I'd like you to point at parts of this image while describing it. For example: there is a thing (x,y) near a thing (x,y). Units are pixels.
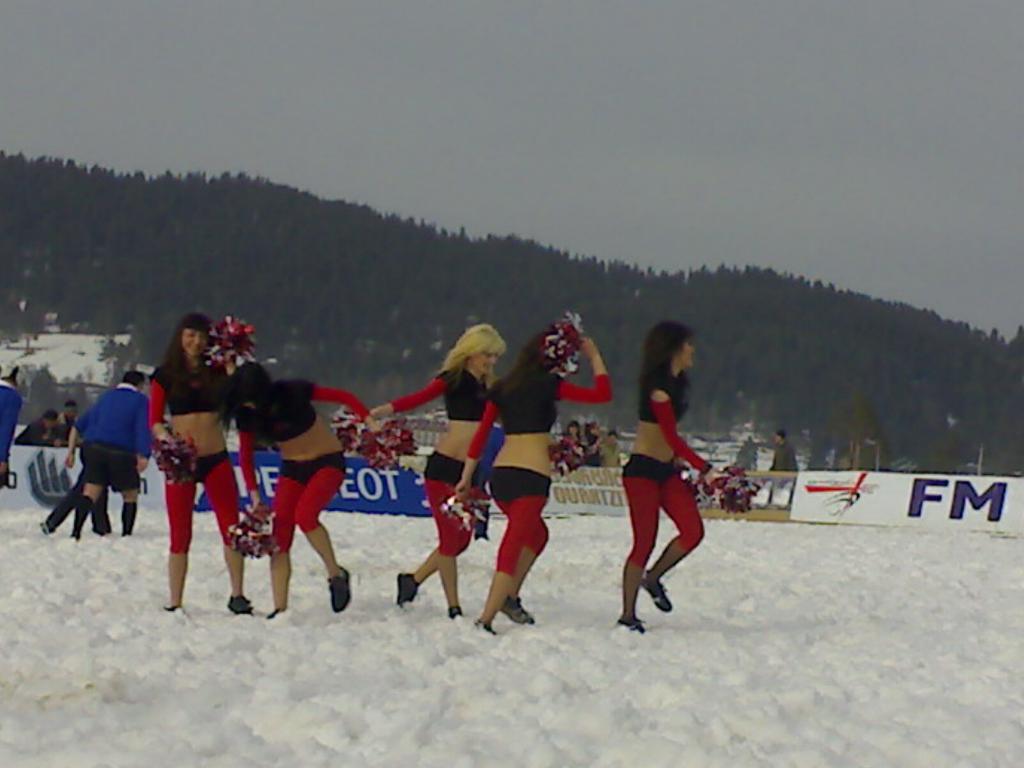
In this picture I can see there are five people (479,410) standing here on the snow (442,641) and in the backdrop (70,425) there are some other people (147,447) and there is a banner (895,475), a mountain (415,315) and the sky (585,122) is grey.
